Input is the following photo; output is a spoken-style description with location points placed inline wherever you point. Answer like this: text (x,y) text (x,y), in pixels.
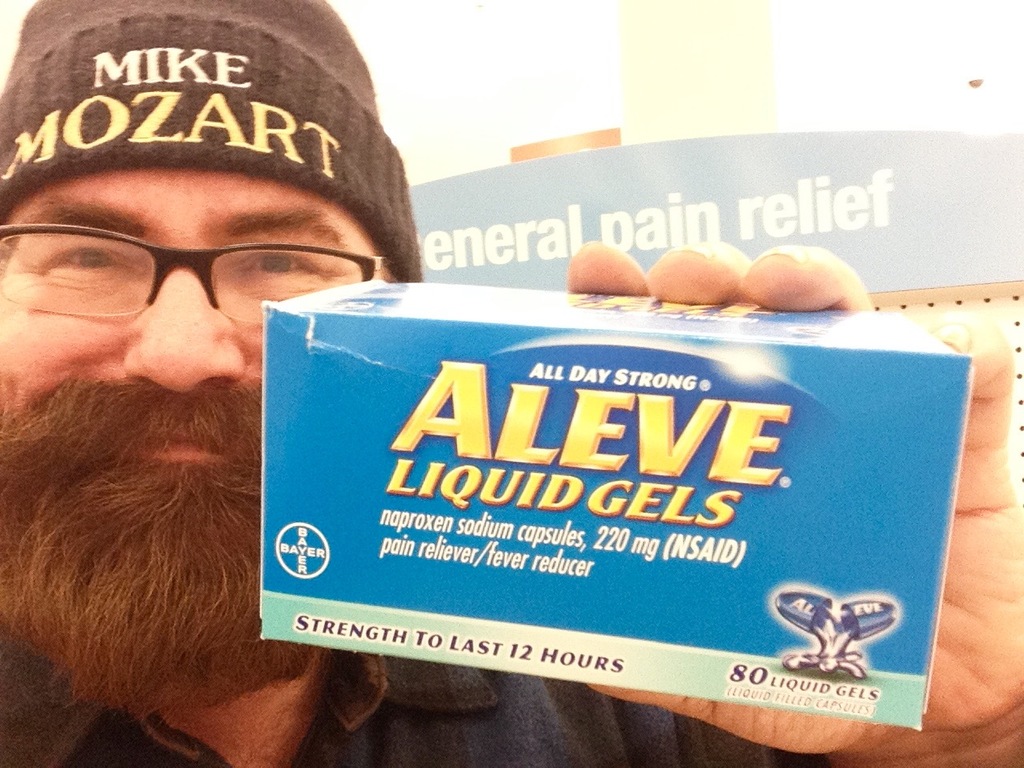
In this picture I can see a man (240,417) holding medicine box (718,587) in his hand (971,527) and he wore a cap (62,112) and spectacles (217,263) and I can see a board (654,242) with some text (673,245) on it and a wall (650,90) on the back (742,80).
